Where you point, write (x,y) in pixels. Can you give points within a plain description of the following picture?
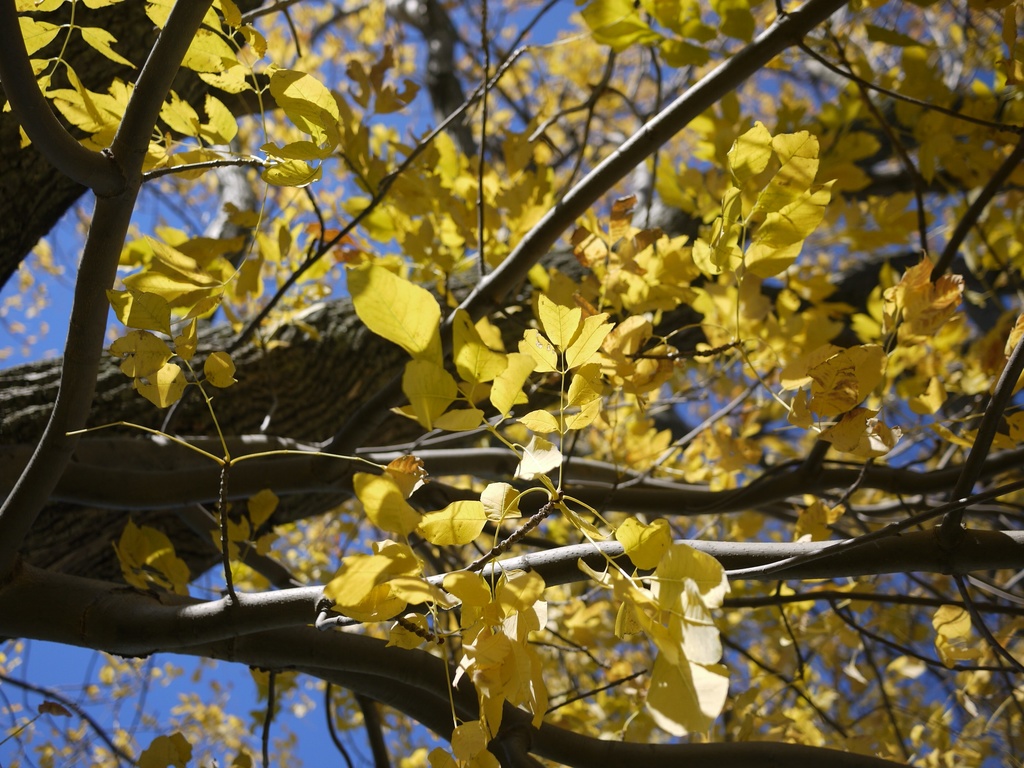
In this picture we can see few yellow leaves (790,155) on a tree (297,52). Sky (71,240) is blue in color.
